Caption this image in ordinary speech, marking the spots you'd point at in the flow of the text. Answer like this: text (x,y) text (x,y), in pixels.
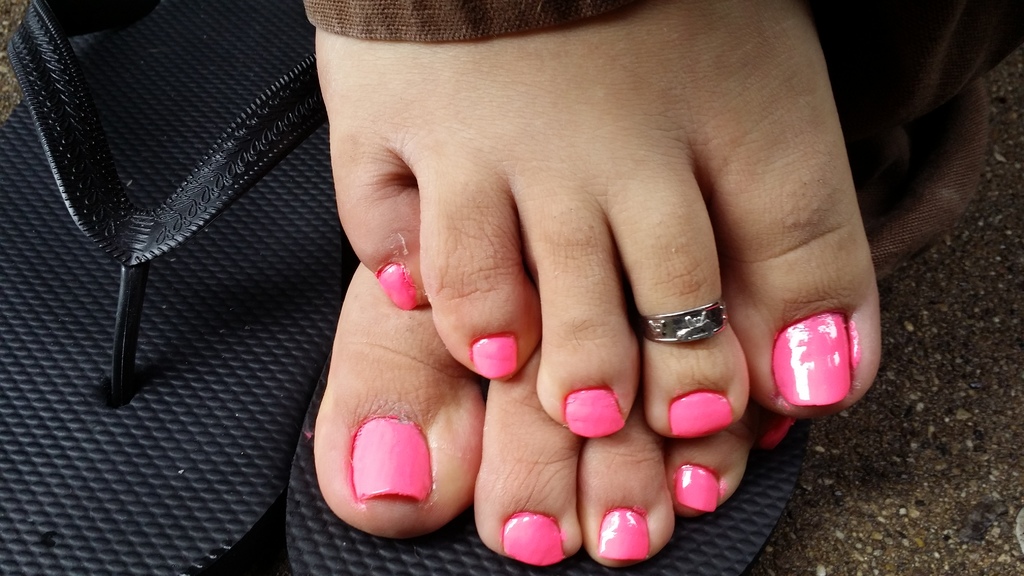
In this picture there is a close view on the woman legs (696,402) with pink nail polish (494,367) on the nails (529,531). Behind we can see the black flip flops (246,444).
